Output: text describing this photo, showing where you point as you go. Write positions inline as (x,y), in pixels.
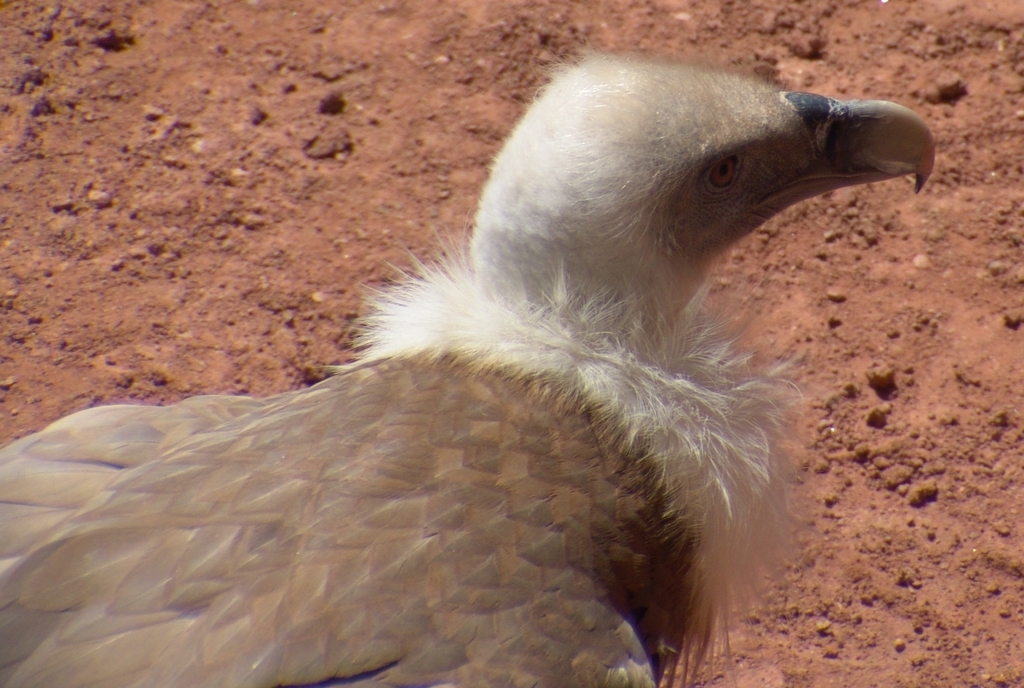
In this image we can see a bird (454,523) on the ground (371,275).
